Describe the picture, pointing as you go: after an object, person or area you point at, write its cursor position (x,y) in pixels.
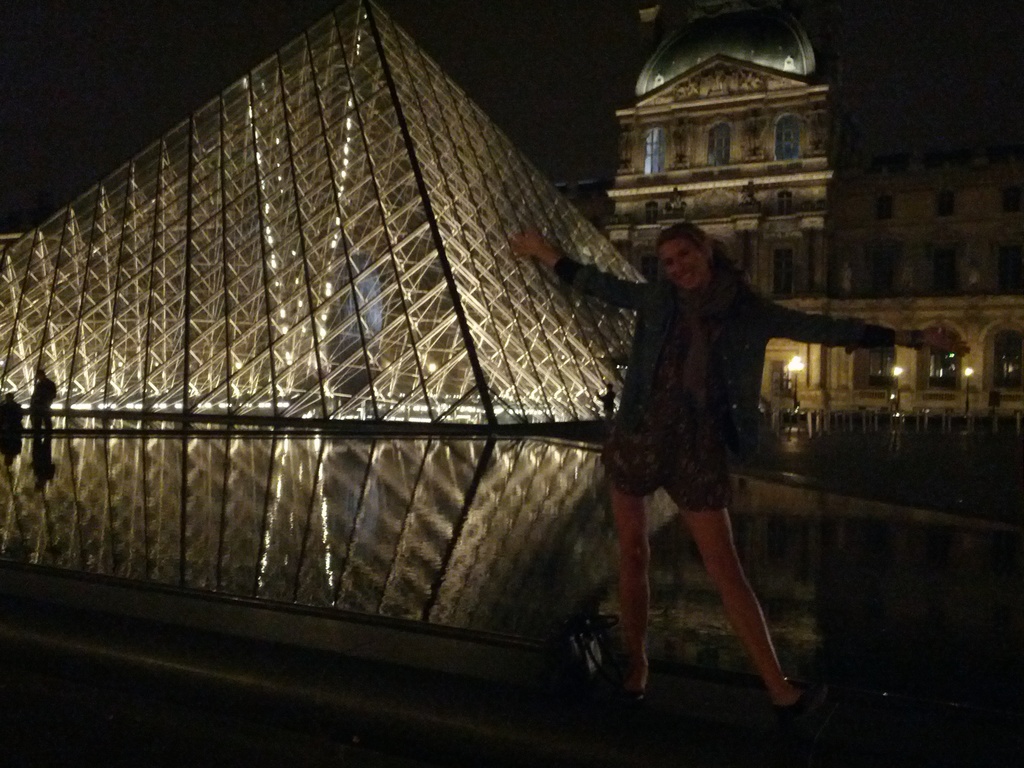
Here we can see a woman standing on a platform (542,707) and there is a bag (599,681). In the background (546,408) we can see buildings (738,240), lights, and sky (69,91).
